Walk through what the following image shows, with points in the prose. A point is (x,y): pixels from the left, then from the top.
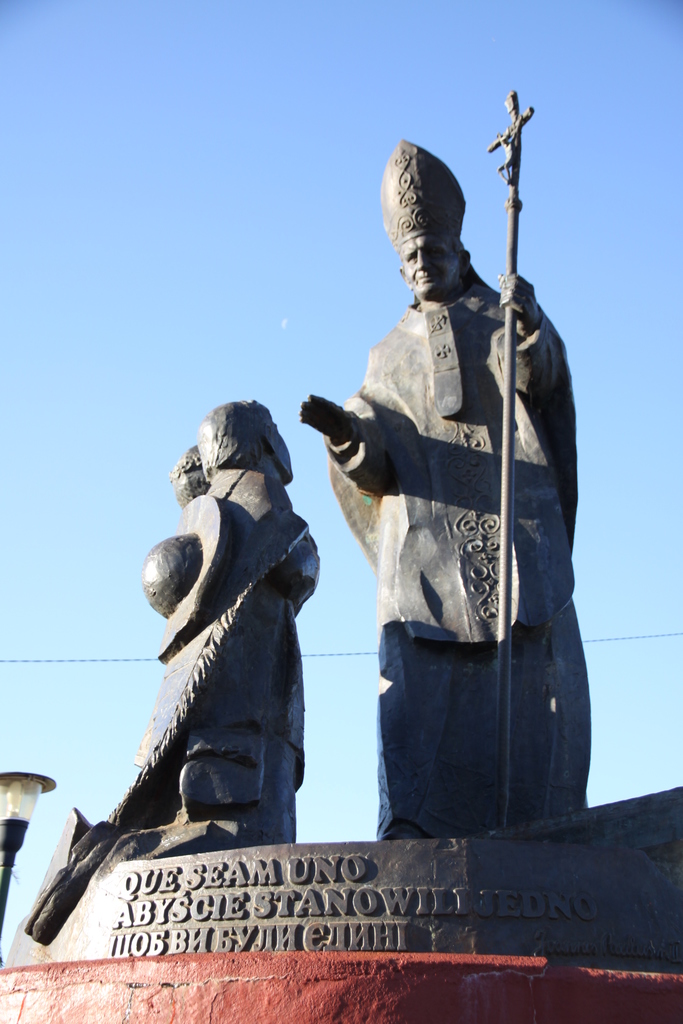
In this image, we can see sculptures (452,767) and some text (347,879). There is a light (16,831) in the bottom left of the image (33,778). In the background (135,221), we can see the sky (475,41).
